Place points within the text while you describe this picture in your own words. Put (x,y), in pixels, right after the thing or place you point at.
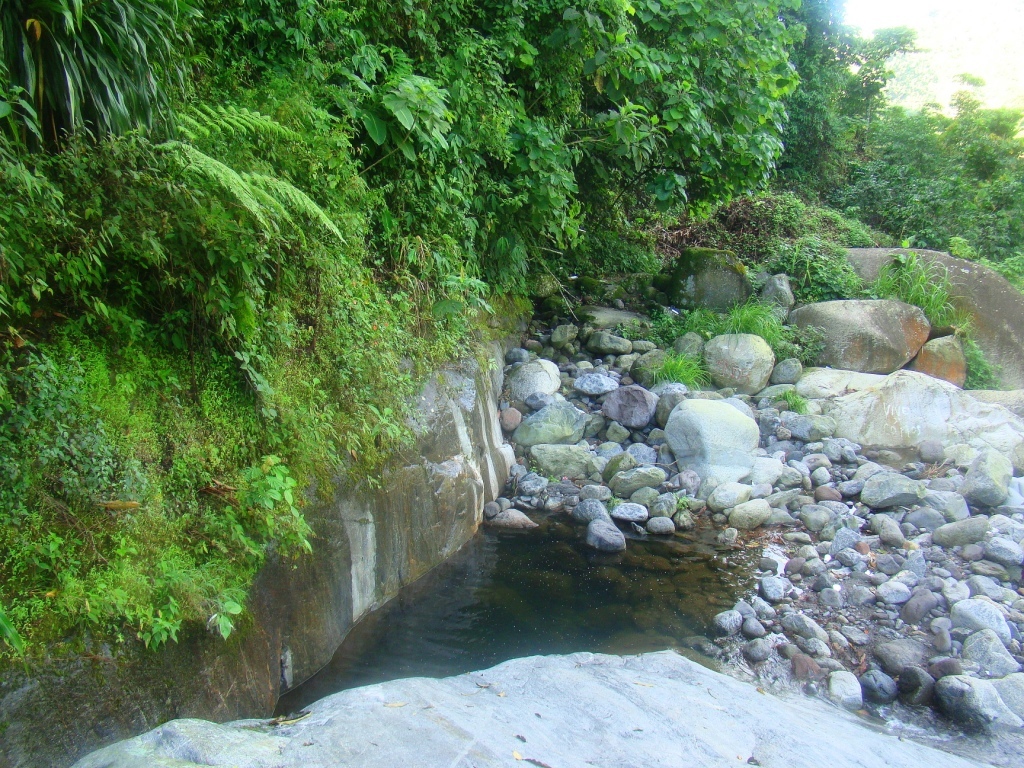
In the picture we can see some stones (529,664), water (563,619) and there are some trees (341,213).
